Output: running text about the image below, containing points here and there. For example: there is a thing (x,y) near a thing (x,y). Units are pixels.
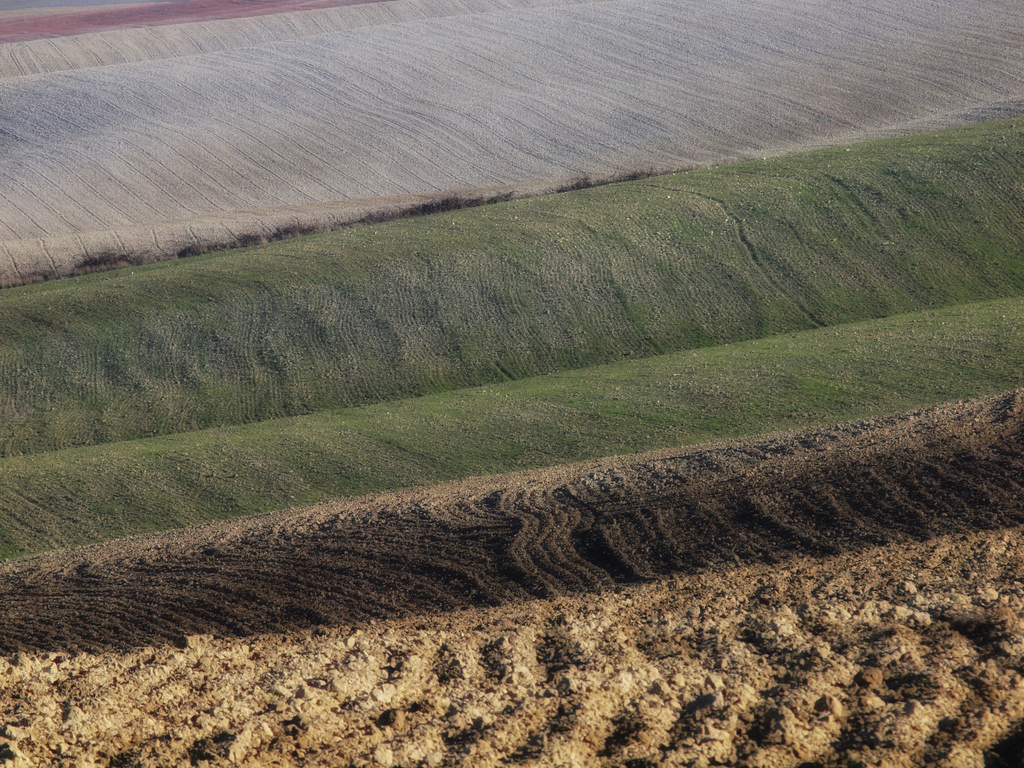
In the picture we can see the crop (327,733) with muddy surface (327,733) and behind it, we can see the grass surface (583,415) and dried grass surface (424,88).
